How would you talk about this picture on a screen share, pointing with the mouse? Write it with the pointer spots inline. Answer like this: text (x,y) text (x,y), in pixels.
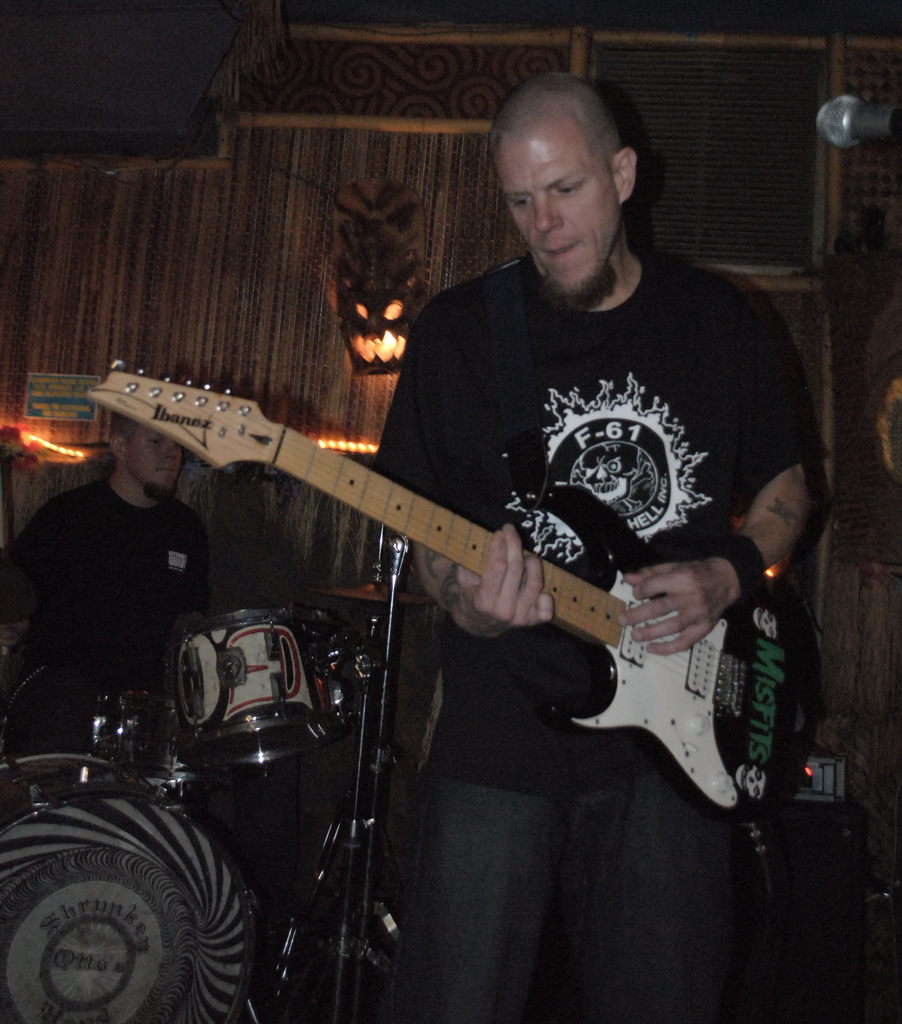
In this image we can see a person (429,837) standing and holding a guitar (555,587) in his hands (510,542) and playing it. In the background (153,617) we can see a person (135,608) sitting and playing drums (246,962) and a wall (295,284).
